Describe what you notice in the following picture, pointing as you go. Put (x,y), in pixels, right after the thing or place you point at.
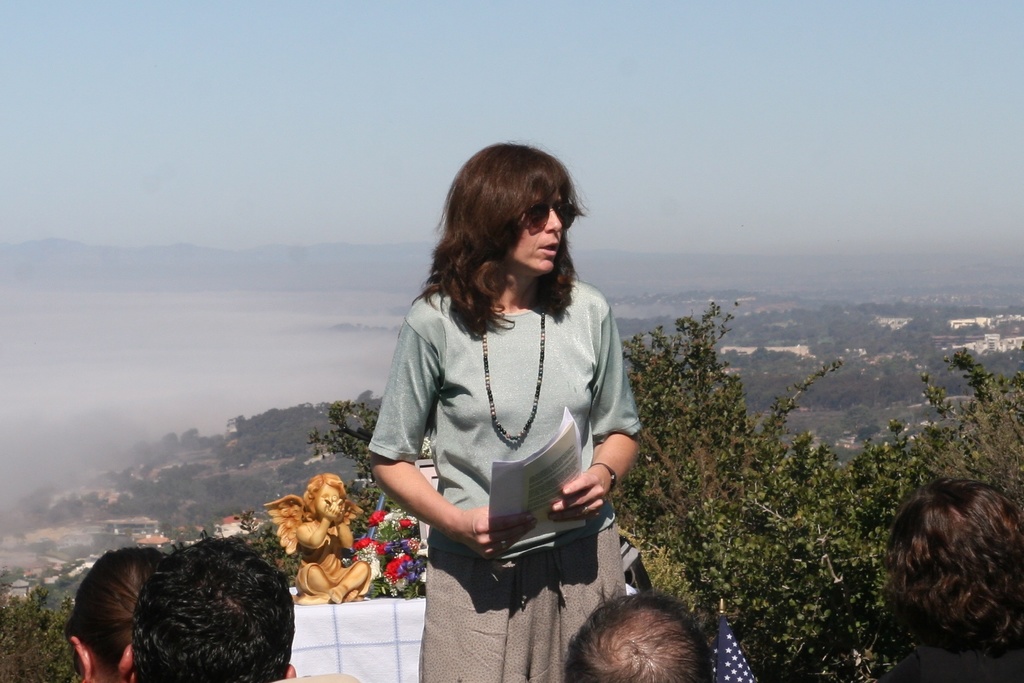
In this image I can see a woman (445,456) is standing in the centre (601,415) and I can see she is holding few papers (552,454). In the front of her I can see few people (616,622) and a flag (723,658). In the background (1011,437) I can see few trees (861,482), few flowers (379,545) and a mini sculpture (296,546). I can also see number of trees (16,635), number of buildings (116,519) and the sky (269,175) in the background (926,127).
